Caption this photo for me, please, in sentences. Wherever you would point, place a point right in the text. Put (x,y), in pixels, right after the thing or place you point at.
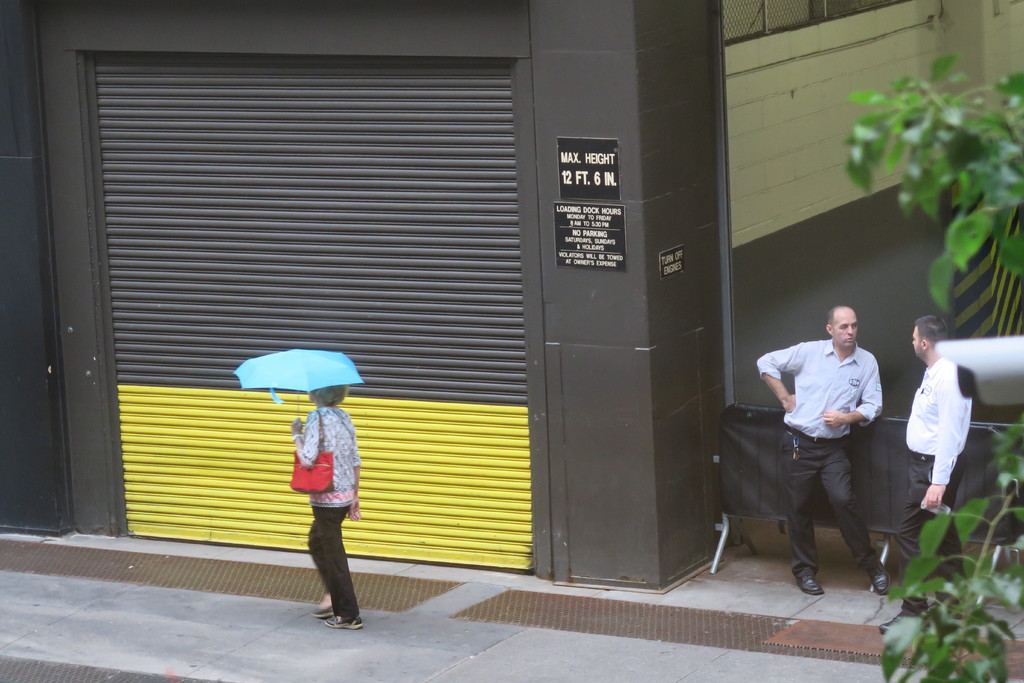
In this picture there is a woman (300,433) walking and holding the umbrella (329,367). On the right side of the image (856,354) there are two people (955,427) standing. At the back (864,237) there is a building (642,153) and there are boards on the wall (652,256) and there is text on the boards (577,171) and there is a shutter (429,436). On the right side of the image (982,396) there is a tree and it looks like a cc camera (997,393). At the bottom (514,600) there is a footpath (549,642).
